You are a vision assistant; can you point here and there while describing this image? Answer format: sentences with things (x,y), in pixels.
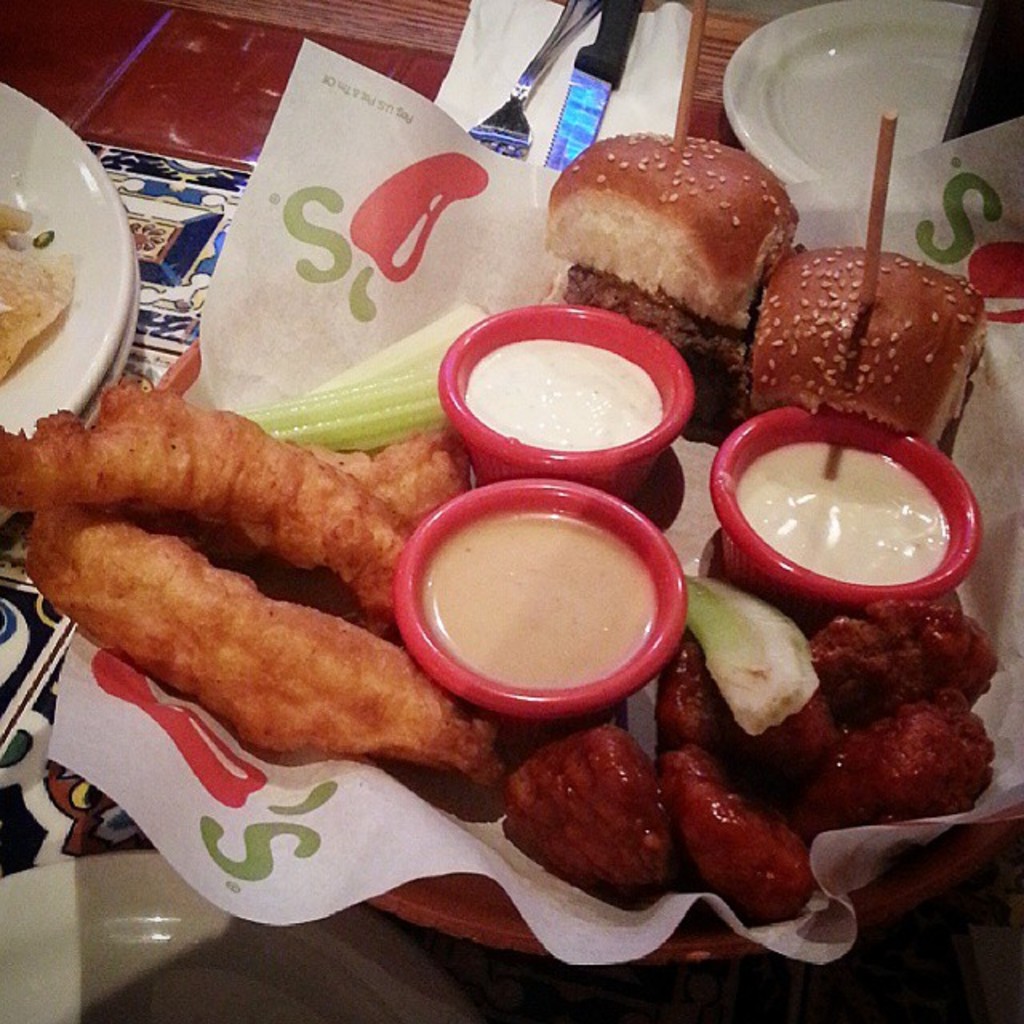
In the center of the image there is a table (68,13). On the table (146,347) we can see plates (105,203), fork (556,29), knife (581,69), tissue paper (522,63), cloth (42,784) and a bowl (384,735) which contains food items (452,566) with paper (665,497), three cups (631,548).
